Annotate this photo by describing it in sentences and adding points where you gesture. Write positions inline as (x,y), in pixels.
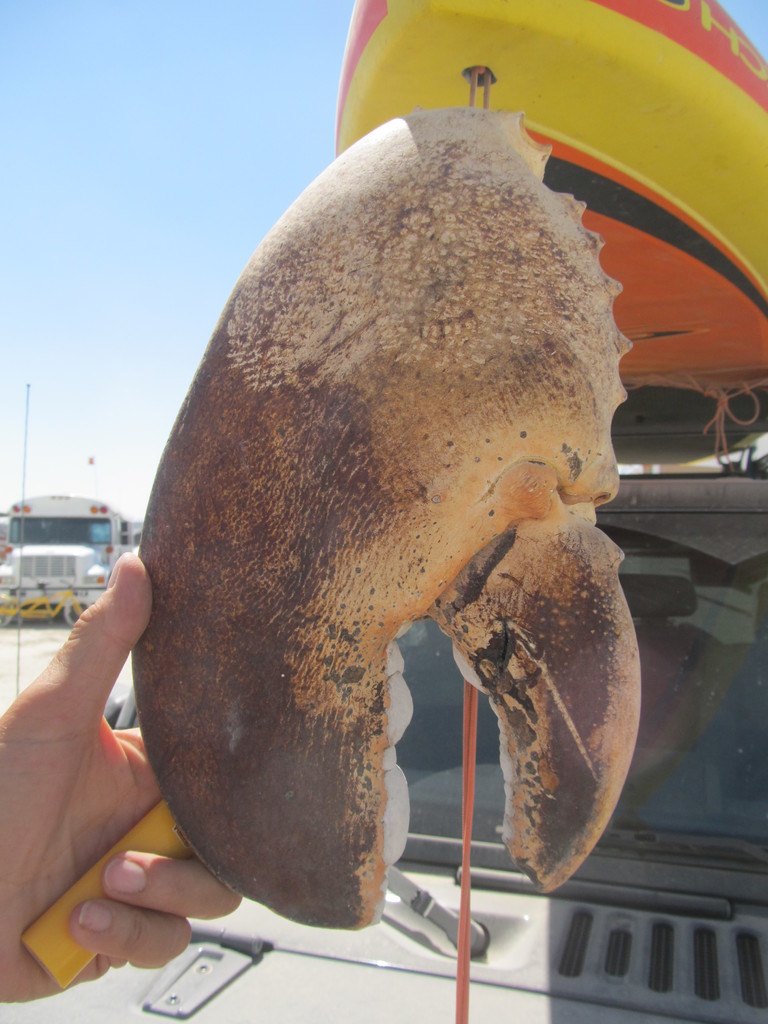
In this image, we can see a person's hand (116,777) holding some objects (227,617). There are a few vehicles (97,569). We can see a boat (763,362), a pole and the ground (29,662). We can also see some objects (31,614) on the left (34,605). We can also see the sky (338,53).
